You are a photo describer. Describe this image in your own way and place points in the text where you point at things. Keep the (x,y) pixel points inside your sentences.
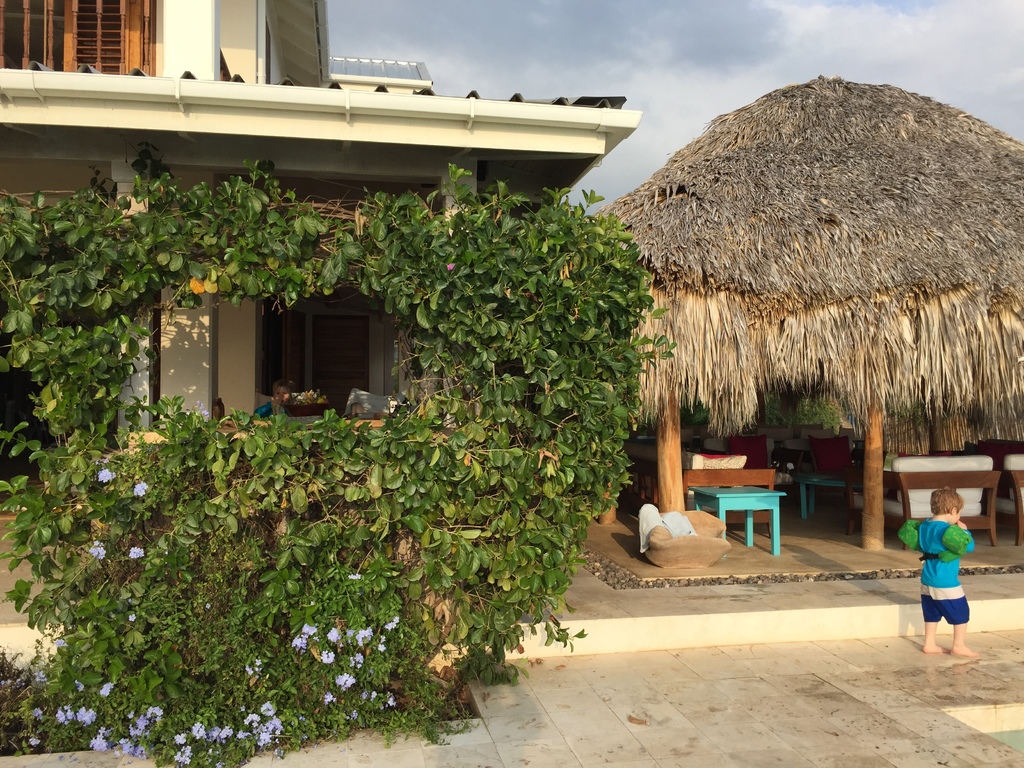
In the image I can see a building (324,353) and a hut (972,200) under which there is a table (773,515) and also I can see some trees (526,567), plants (490,547) and a kid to the side.
